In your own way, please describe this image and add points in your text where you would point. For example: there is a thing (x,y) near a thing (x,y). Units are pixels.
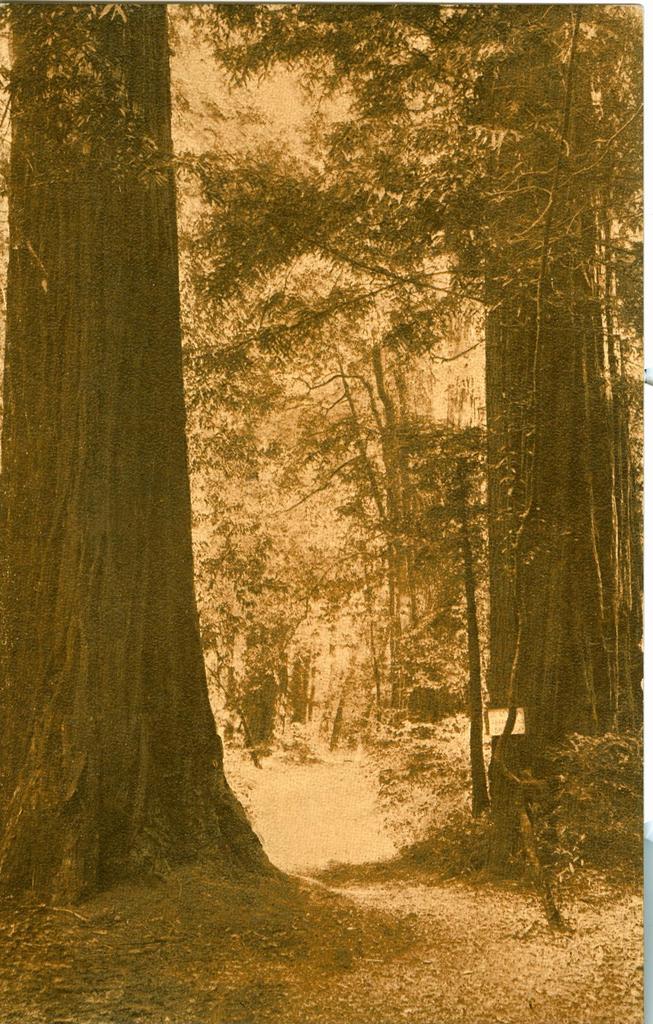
This is an edited image. In this image, we can see some trees (325,490) and plants (593,740). At the bottom (533,803), we can see some plants (625,764) and a land (393,925).
